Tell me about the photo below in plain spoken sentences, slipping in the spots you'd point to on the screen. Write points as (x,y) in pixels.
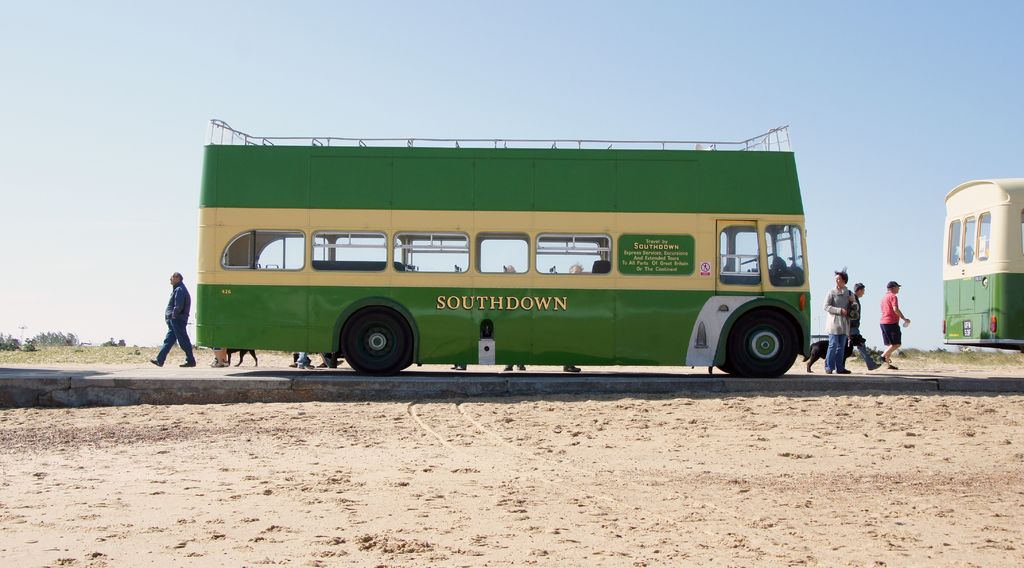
In this image there are two buses (409,348) parked on the road (321,369) and there are a few people (213,362) walking on the road surface (538,366).
